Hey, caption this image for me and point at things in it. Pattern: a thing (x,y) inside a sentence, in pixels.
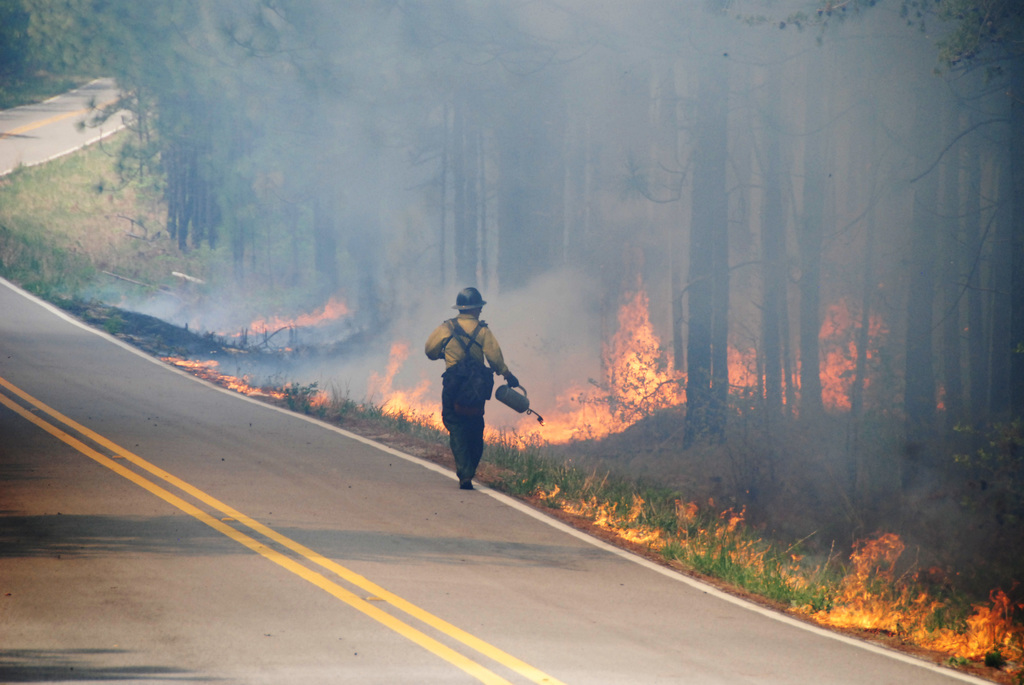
In this image there is a person (482,411) holding an object (515,400) and walking on the road (525,517), beside the person (463,452) there are grass (821,575) and trees (707,257), in the middle of them there is a fire (584,397).
